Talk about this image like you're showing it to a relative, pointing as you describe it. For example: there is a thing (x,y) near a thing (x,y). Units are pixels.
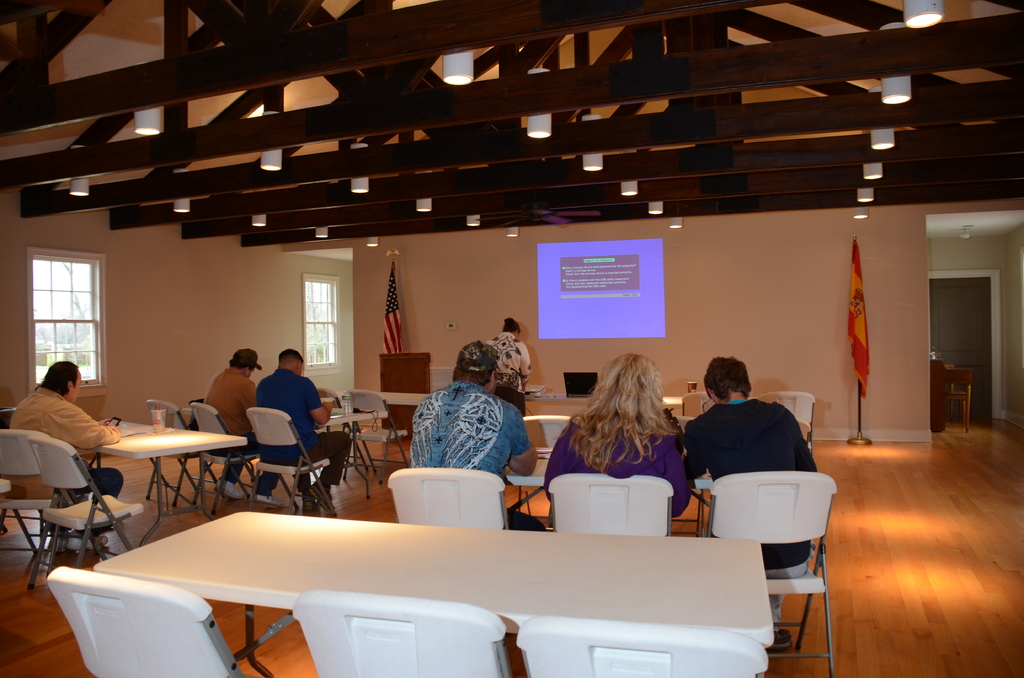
On top (269,155) there are lights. On wall (884,382) there is a screen (625,296). Far there are two flags (394,292). We can able to see chairs (737,473) and tables (357,415). On chairs (277,418) persons (68,398) are sitting. This is window (51,337).
